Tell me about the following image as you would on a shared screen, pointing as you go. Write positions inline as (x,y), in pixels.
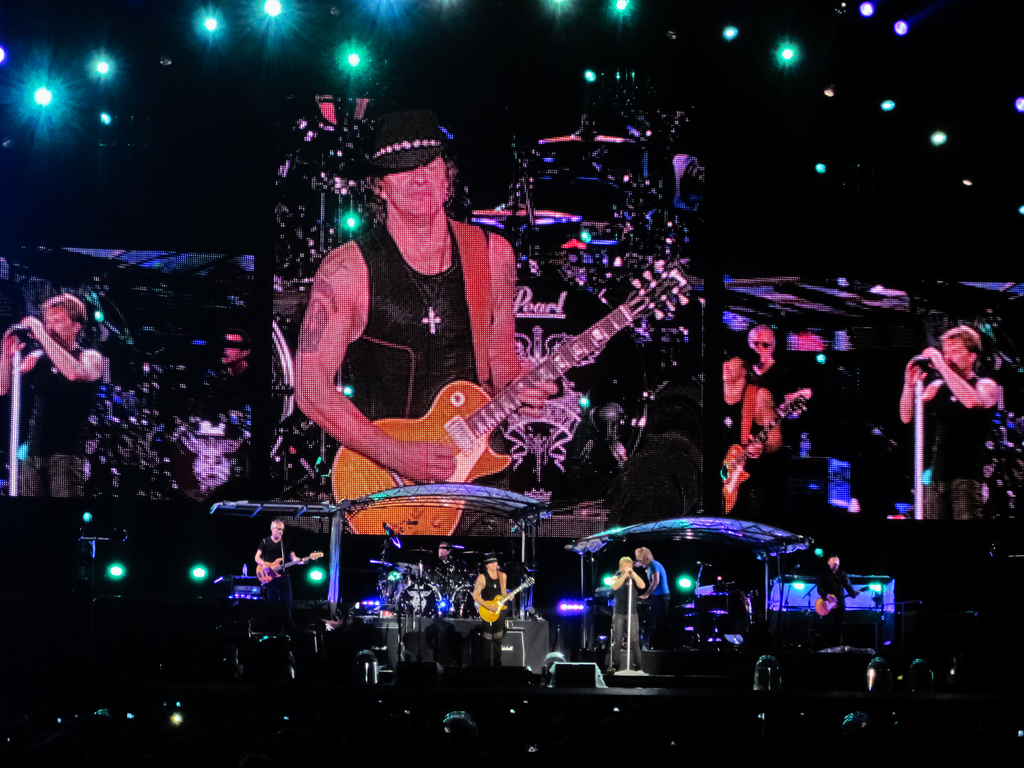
In this image we can see group of people (270,540), in the middle of the image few people (283,554) are playing guitar (261,575) in front of microphone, in the background (662,392) we can see projection of people (529,417) and lights (44,106).
